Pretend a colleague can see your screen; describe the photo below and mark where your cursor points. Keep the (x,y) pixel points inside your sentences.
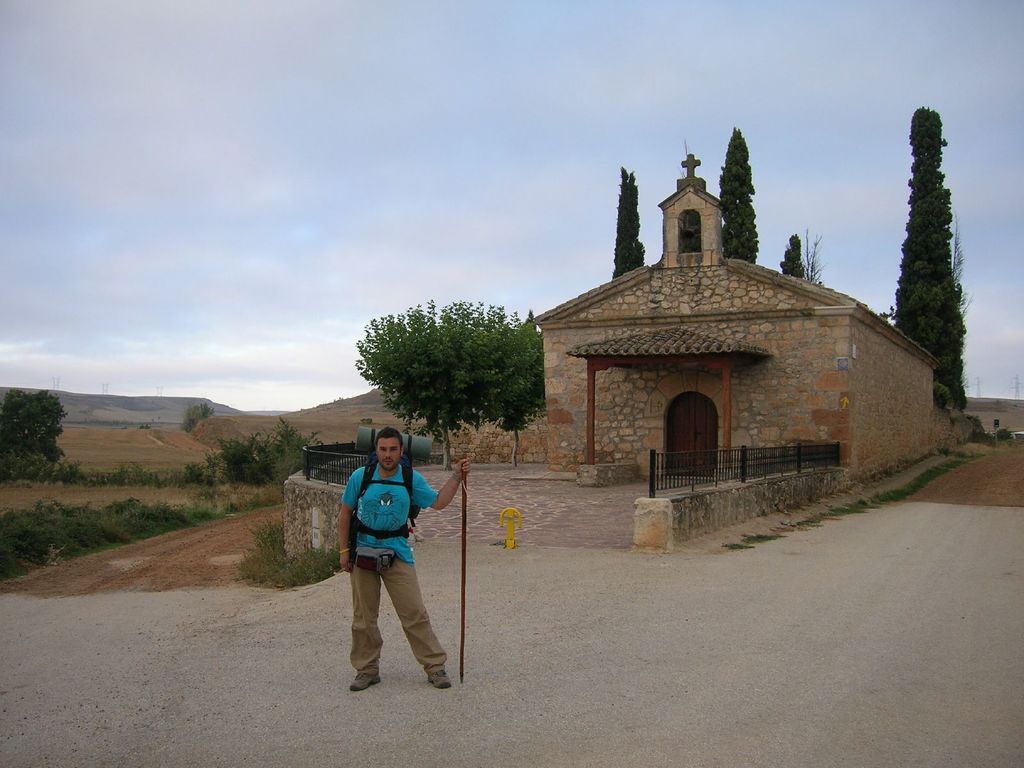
The picture is taken outside a city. In the foreground of the picture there is a man (391,552) standing, holding a stick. In the center of the picture (589,367) there are trees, a church (720,399) and railing (335,459). On the left (40,403) there are plants (112,515), trees (298,470), fields (139,438) and hill (186,406). On the right (957,595) it is path (934,564). Sky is cloudy.
